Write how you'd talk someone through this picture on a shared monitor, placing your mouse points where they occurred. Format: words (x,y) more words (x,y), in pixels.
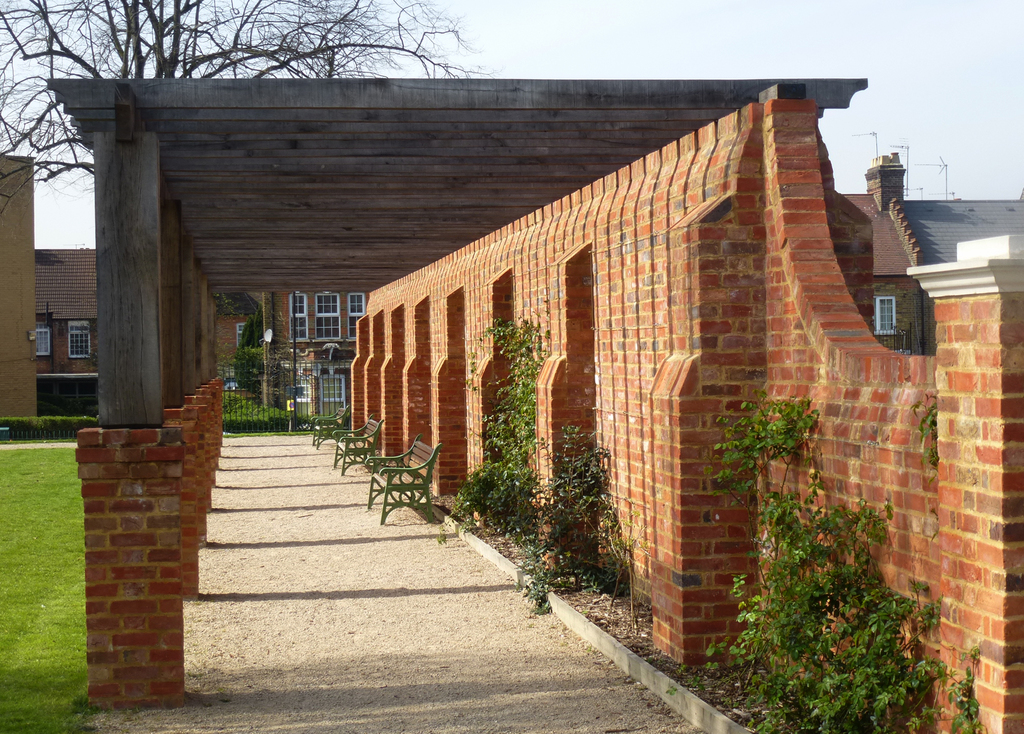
In this picture we can see a shed (116,252), on which we can see some benches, plants (504,478), side we can see the grass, behind we can see some buildings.
